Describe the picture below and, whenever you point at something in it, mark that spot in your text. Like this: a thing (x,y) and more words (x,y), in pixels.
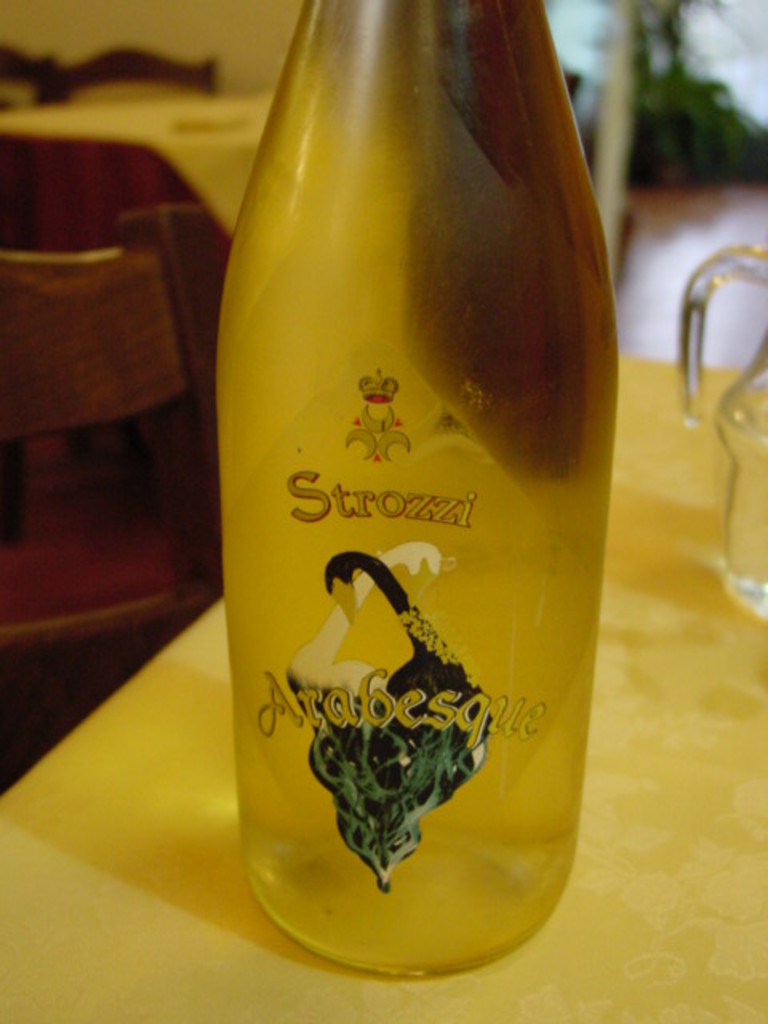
In the center of the image (294,583) there is a bottle (263,406) placed on a table (644,815). There is also a mug (748,586) which is placed on a table (673,628). In the background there are some chairs (151,405) as well.
